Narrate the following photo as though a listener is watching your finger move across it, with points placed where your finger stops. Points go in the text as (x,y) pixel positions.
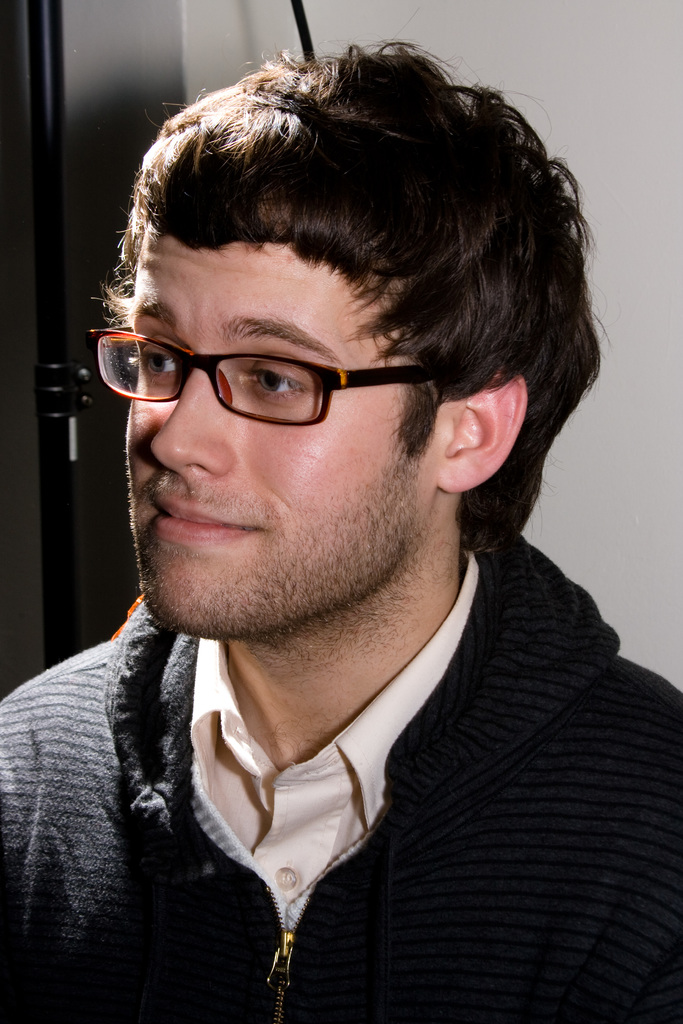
This picture is mainly highlighted with a man (298,728). This man (315,645) is wearing a white shirt (326,788) and a black jacket (520,794) over it. He wore spectacles (342,383) which are brown in colour. On the background (596,74) we can see a wall (618,180) which is white in colour and we can see a smile on man's face (240,548).
